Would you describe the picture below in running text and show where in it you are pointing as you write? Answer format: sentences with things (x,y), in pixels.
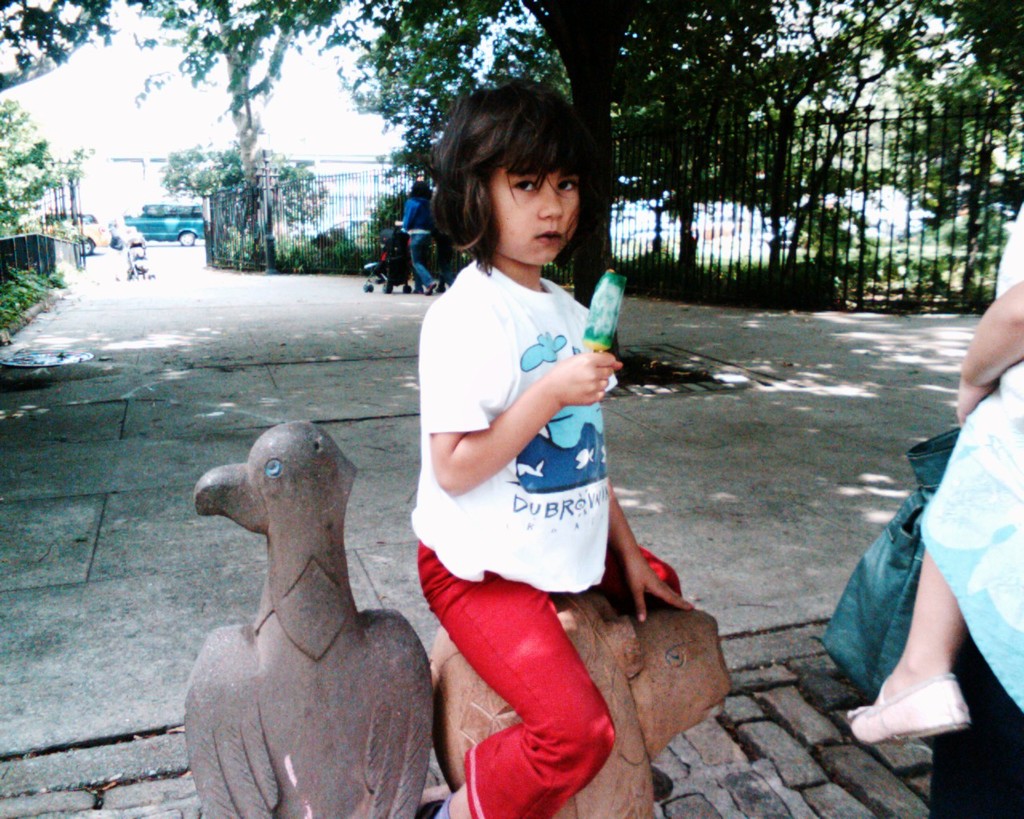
In this image we can see persons (428,287) walking on the road (123,282) and holding baby prams (139,249), children (420,400) sitting on the statues (710,644), grills (38,249), trees (377,95), shrubs (39,286), motor vehicles (163,236) and sky (55,140).
